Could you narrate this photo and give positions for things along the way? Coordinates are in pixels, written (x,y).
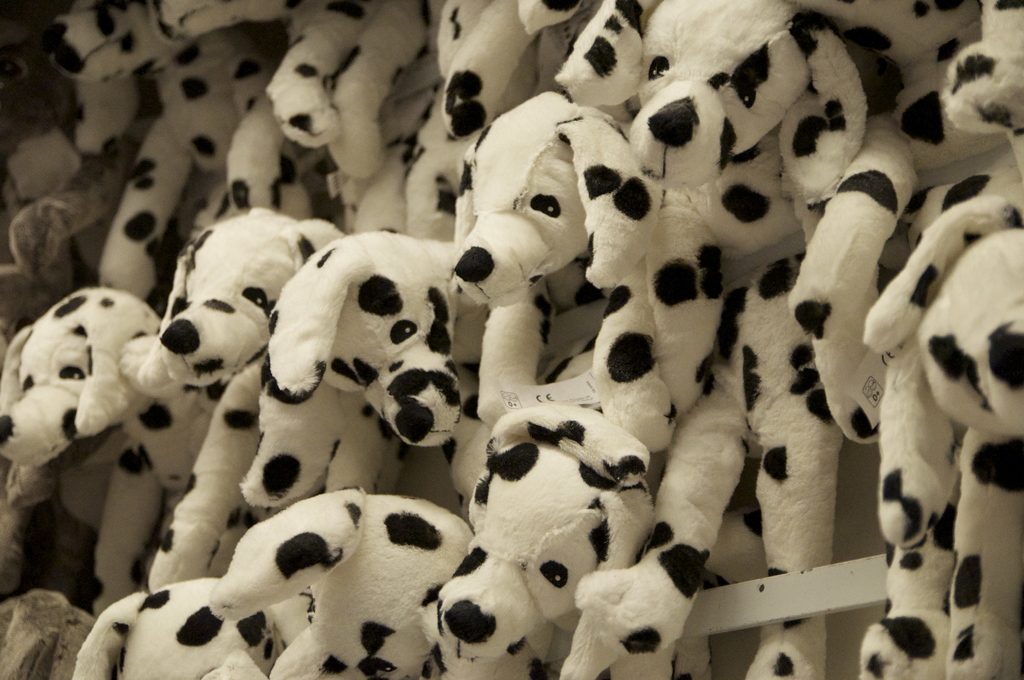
In this image we can see many dog toys (434,364), they are in black and white.
